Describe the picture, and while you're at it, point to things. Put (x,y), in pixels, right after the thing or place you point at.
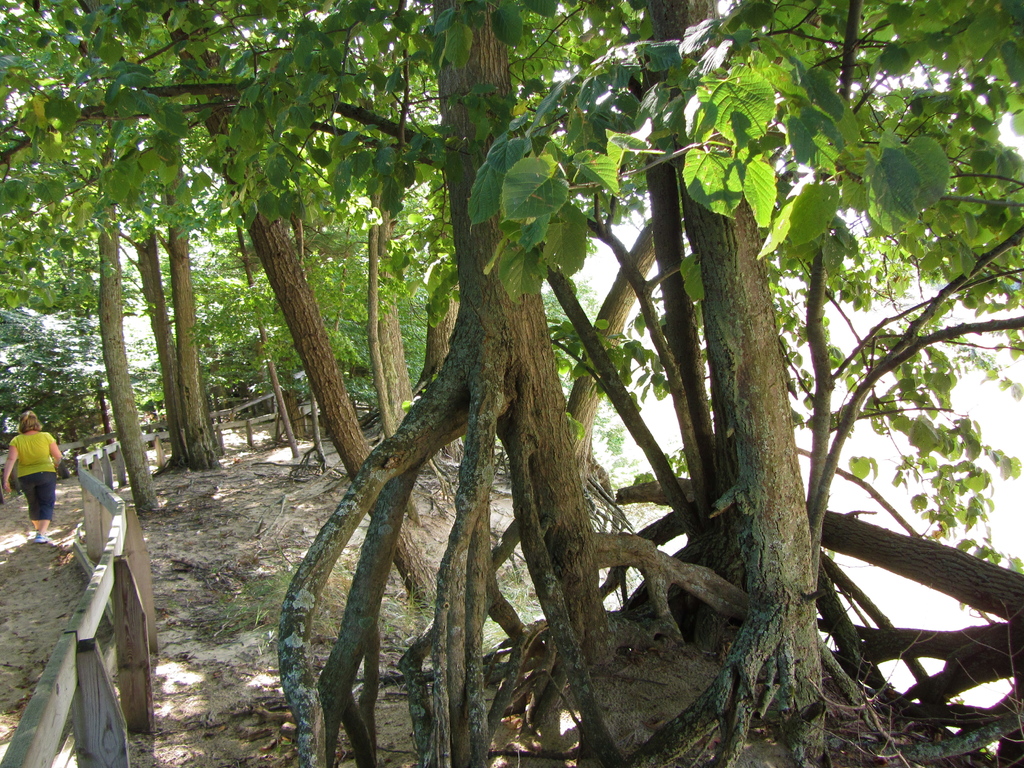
This picture shows few trees (831,179) and we see a wooden fence (92,508) and a woman (48,510) walking.
